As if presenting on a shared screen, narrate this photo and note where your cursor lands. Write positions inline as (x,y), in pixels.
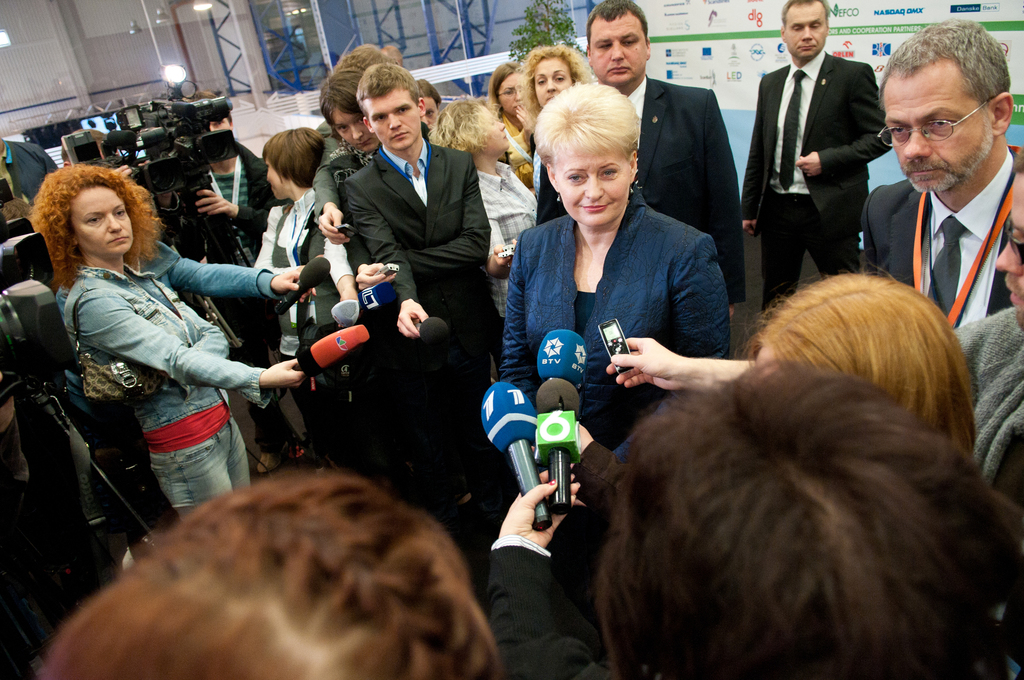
In this image I can see the group of people (538,276) with different color dresses (220,421). I can see few people (188,373) are holding the mics (568,384) and few people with cameras (178,173). In the background (723,75) I can see the boards (704,71), plant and the light (164,71).
